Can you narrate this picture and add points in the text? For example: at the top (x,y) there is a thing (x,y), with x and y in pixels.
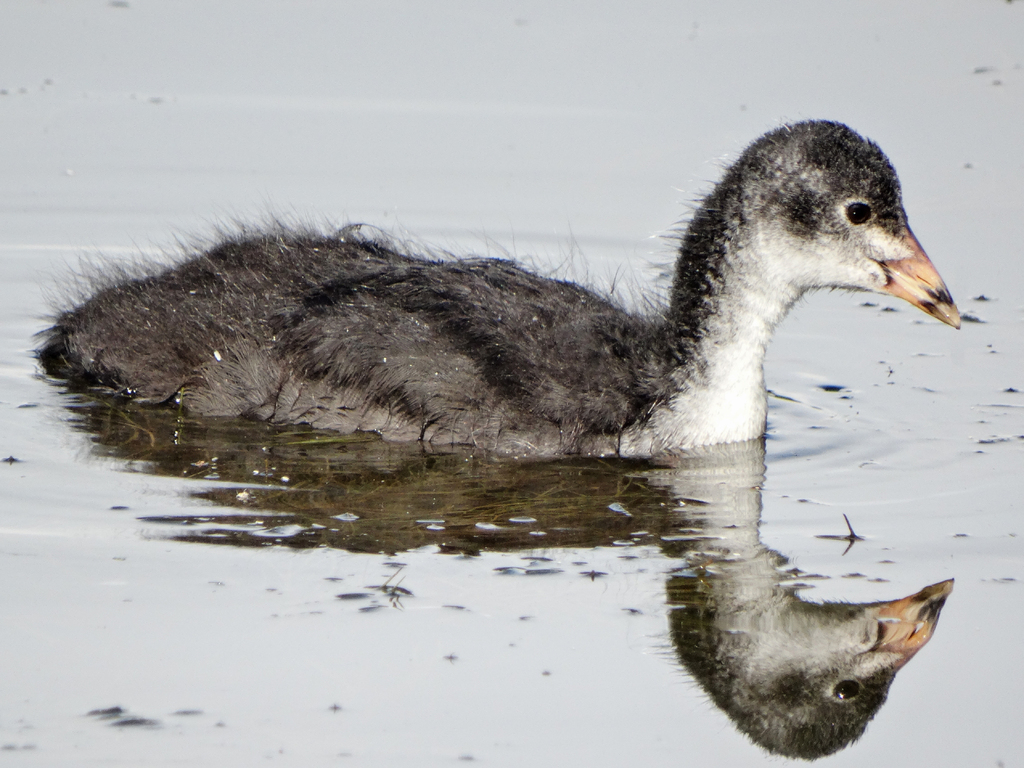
In this picture we can see a bird (675,443) on the water (353,655).
